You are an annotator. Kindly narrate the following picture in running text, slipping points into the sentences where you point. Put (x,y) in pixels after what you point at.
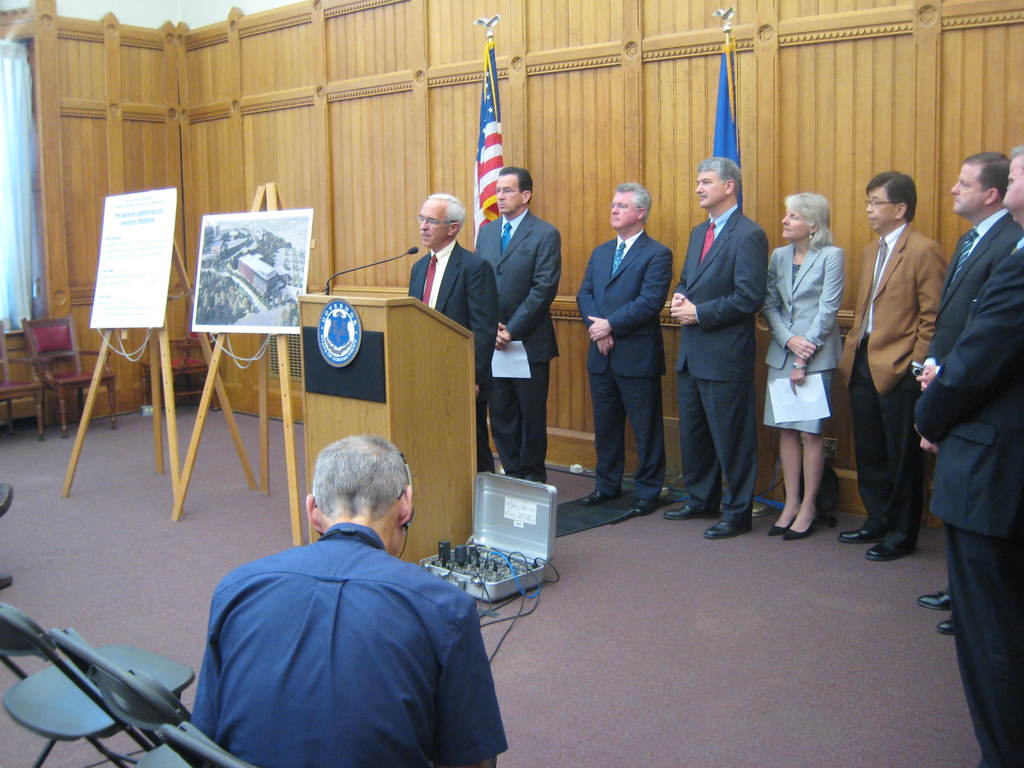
In the image there are group of people (452,250) are standing. In middle (412,480) there is another man (402,581) sitting on chair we can also see a man (423,269) standing in front of a podium (341,320) and opened his mouth (428,235) for talking in microphone (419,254). On left side (237,296) there are some paintings (223,274) and hoarding (125,255), there are two flags (492,147) in the image. On left side (24,192) we can also see a curtain (20,233) which is in white color.
